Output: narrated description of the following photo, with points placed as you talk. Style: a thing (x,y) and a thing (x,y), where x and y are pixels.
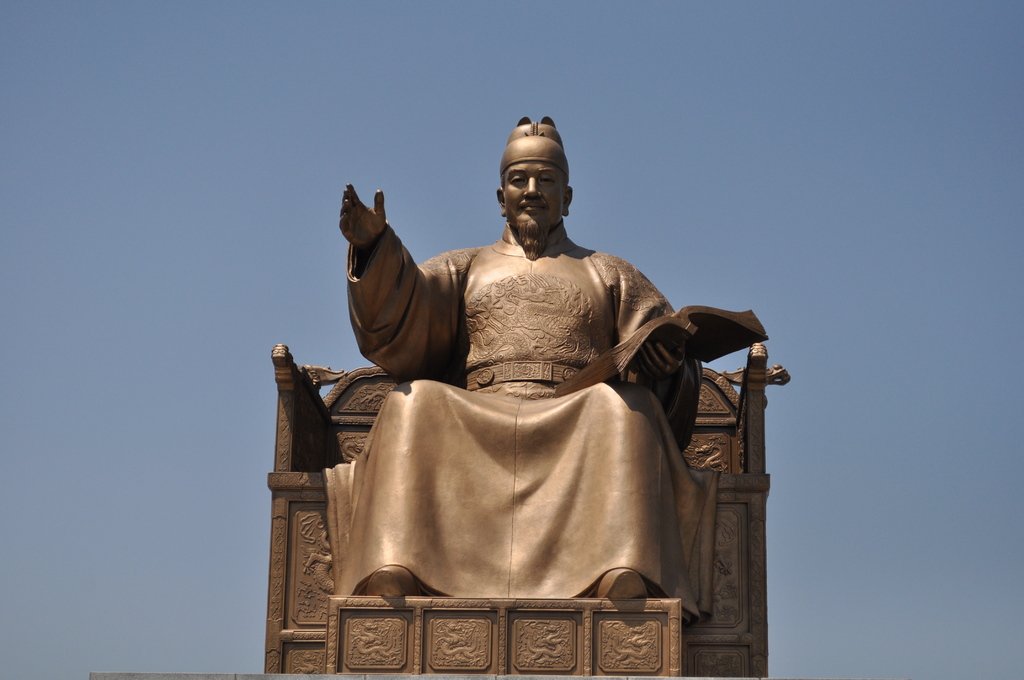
In this picture I can see there is a statue (644,507) of a person (635,553) sitting on the chair (711,438) and he is wearing a long shirt (579,297), he has beard (525,232) and mustache (537,202) and there is some sculpture (304,603) on the chair (310,475) and there is a foot rest (627,631) and the sky (962,582) is clear.
